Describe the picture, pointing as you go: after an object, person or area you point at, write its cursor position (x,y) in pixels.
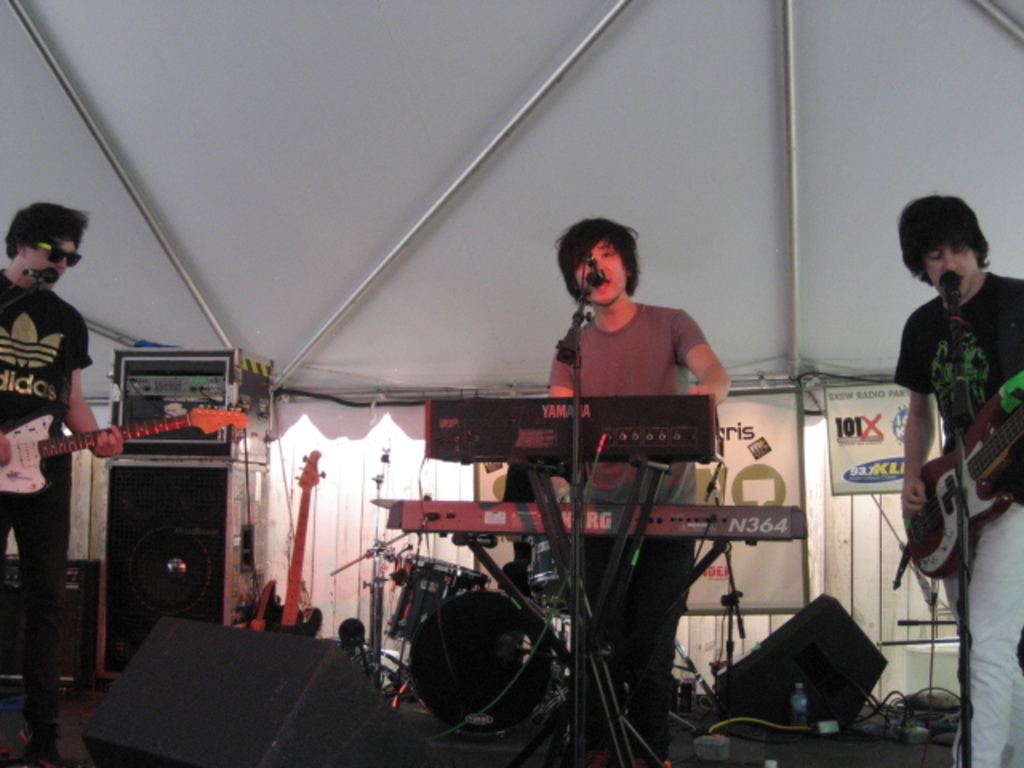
There are 3 people (642,326) on the stage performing by playing musical instruments (655,420) and singing on the microphone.
